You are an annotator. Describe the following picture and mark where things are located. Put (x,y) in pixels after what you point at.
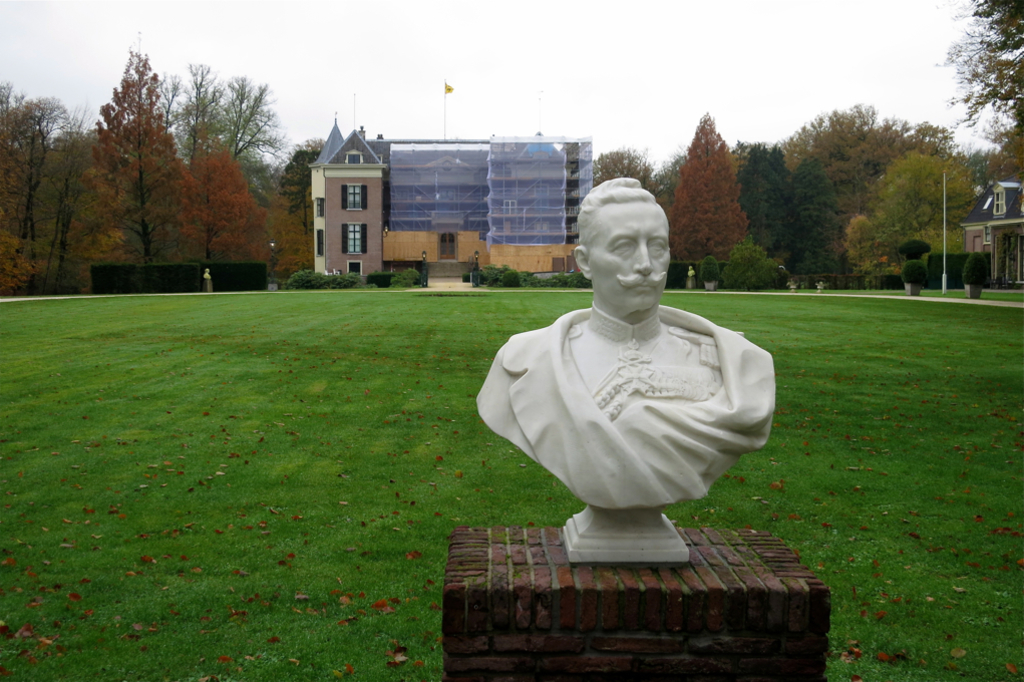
In this picture we can see sculpture (604,447) placed on a brick pedestal (580,587), around we can see full of grass (178,562), some buildings (381,197) and some trees (234,199).
